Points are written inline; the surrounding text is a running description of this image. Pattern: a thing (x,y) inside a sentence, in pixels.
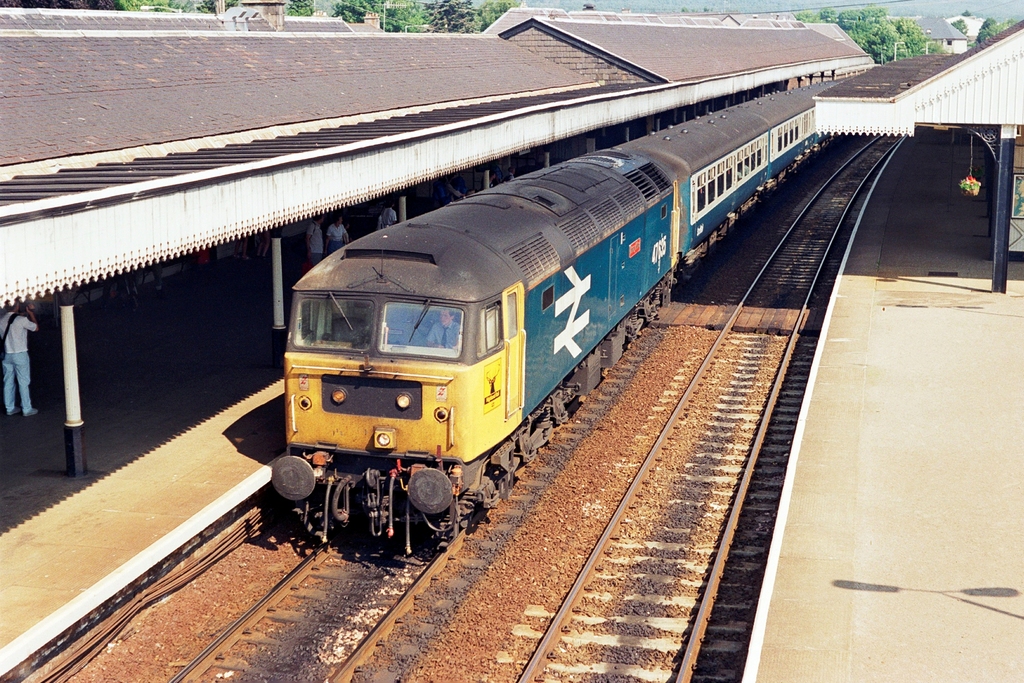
In this picture we can see a train (504,431) on the track (310,587), beside the train (526,454) we can find few people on the platform (155,418), in the background (792,71) we can see few trees (463,4) and buildings (965,50).
